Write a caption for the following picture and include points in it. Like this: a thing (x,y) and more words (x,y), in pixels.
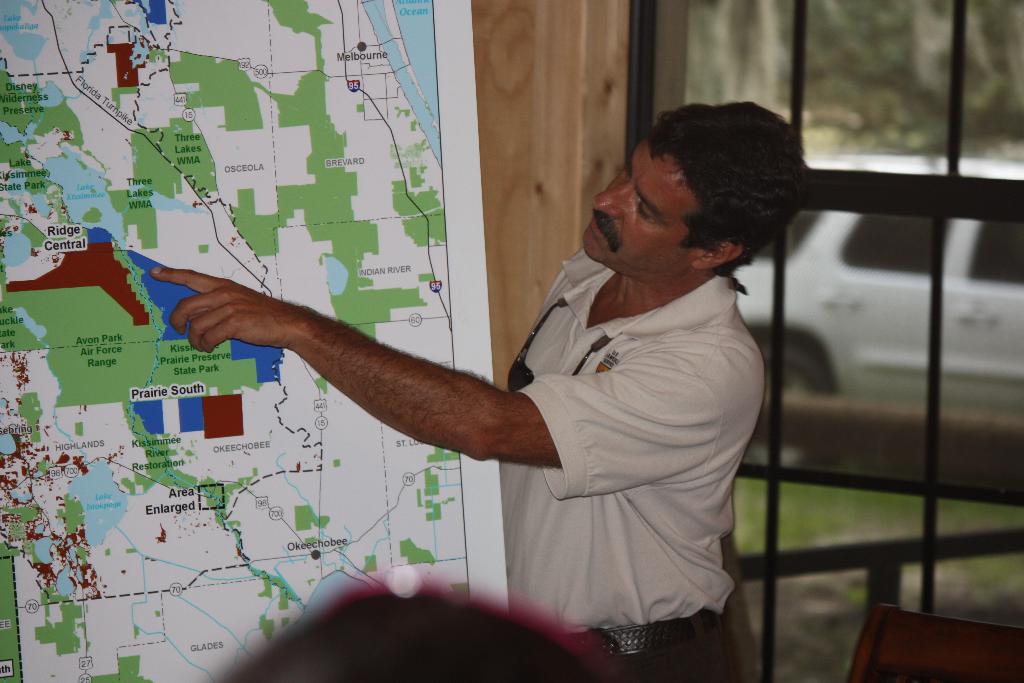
In the image there is a man (548,425) standing beside a map (191,401) and explaining something and behind the man (512,470) there is a window (752,60), behind the window (919,209) there is a vehicle (929,308).
